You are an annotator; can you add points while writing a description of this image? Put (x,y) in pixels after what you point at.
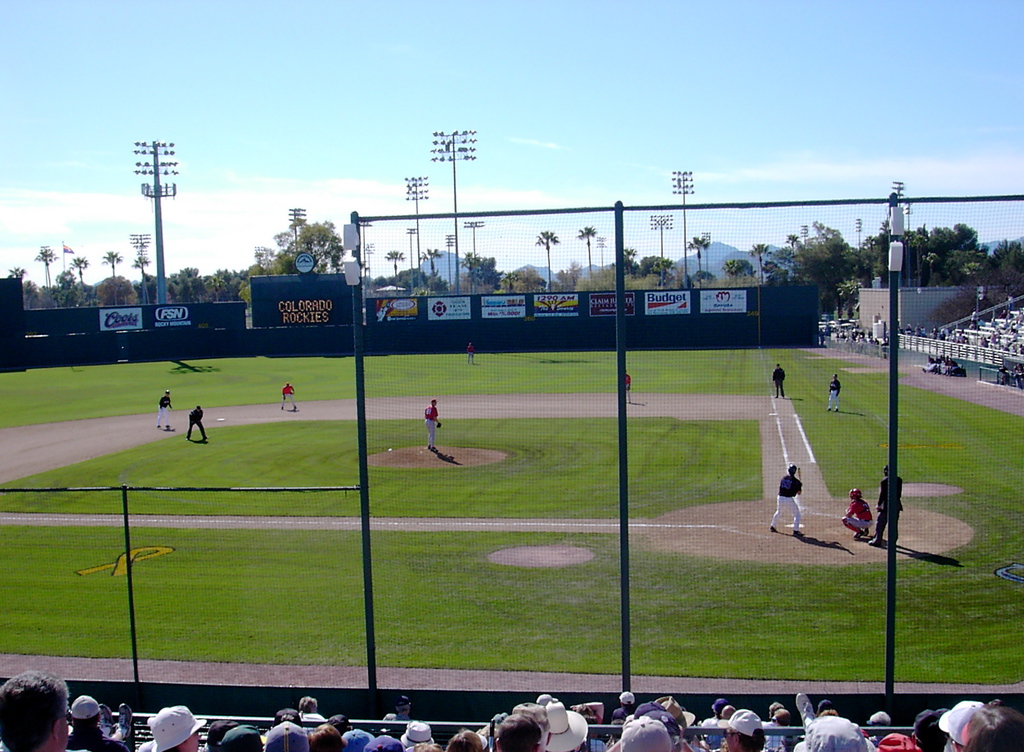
In this picture there are audience (20,691) and we can see mesh (742,681), through mesh (607,521) we can see people (193,424), grass (224,388) and ground (481,409). We can see stadium (752,308), hoardings (731,292), flag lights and trees (112,291). In the background of the image (878,142) we can see hills (686,254) and sky (548,228).
